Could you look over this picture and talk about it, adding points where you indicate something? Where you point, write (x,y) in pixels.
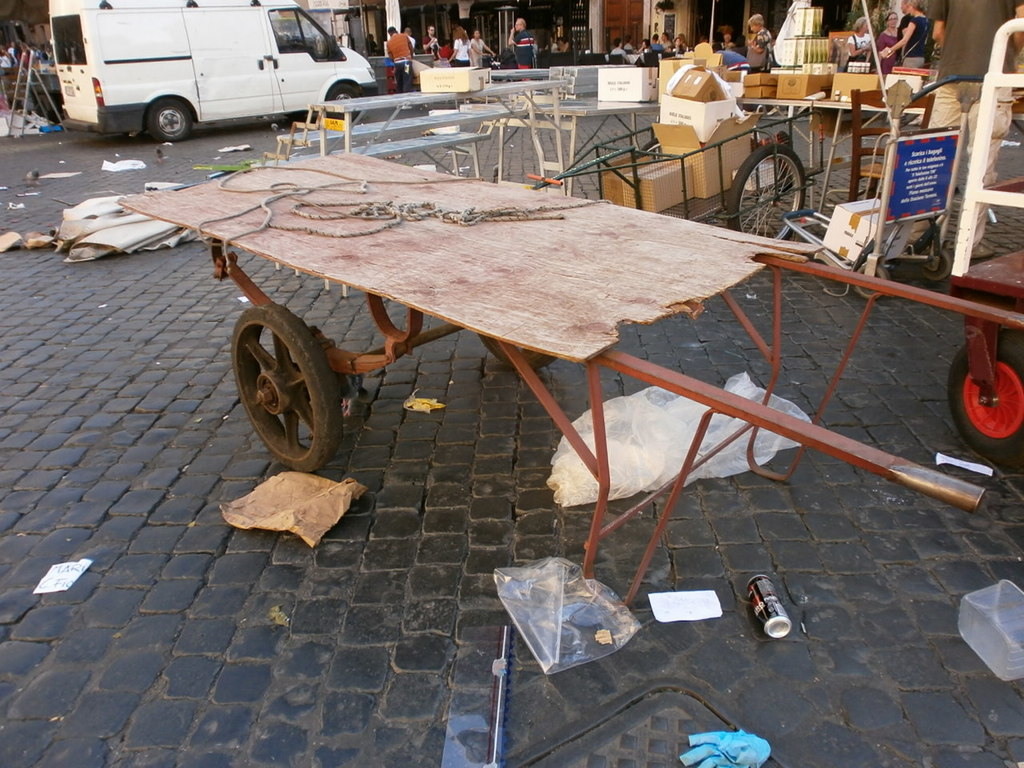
This is the picture of a cart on which there is a thread (362,213) and on the floor (653,630) we have some covers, tins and around there are some boxes (803,57) and some people (859,55) standing and a car (317,71).
